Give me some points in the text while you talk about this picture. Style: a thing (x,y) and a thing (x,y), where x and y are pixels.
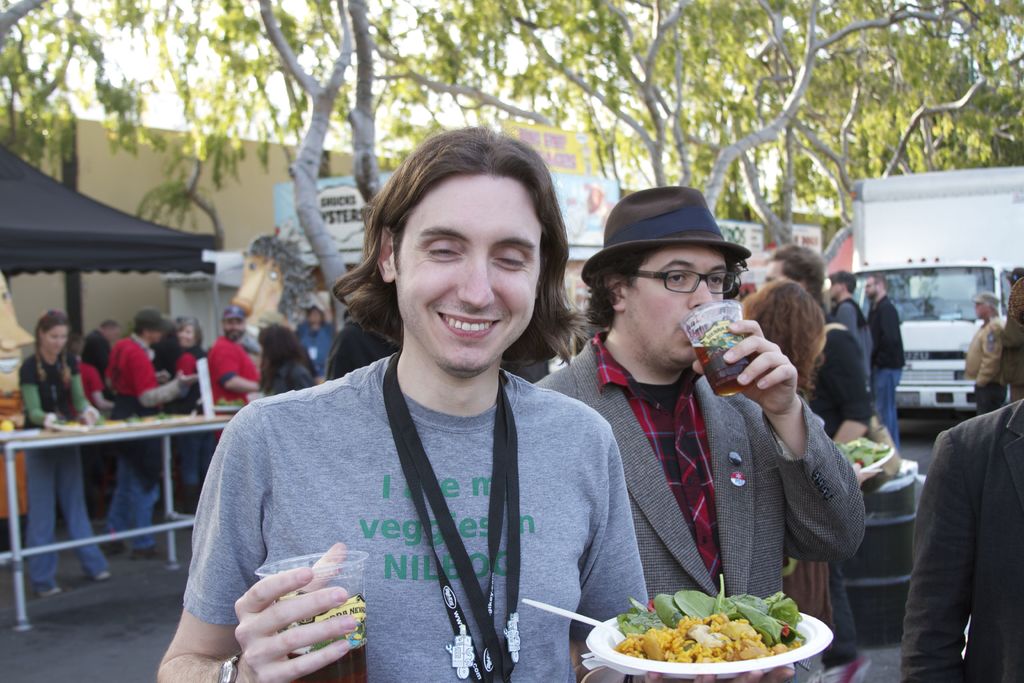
In this picture there are people (654,378), among them there is a person (387,666) standing and smiling and holding plate (784,658) with food (663,597) and glass (302,681) with drink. In the background of the image (98,287) we can see tent (97,269), objects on the table (33,439), vehicle (897,230), trees (775,223), boards (575,240) and wall (256,165).
